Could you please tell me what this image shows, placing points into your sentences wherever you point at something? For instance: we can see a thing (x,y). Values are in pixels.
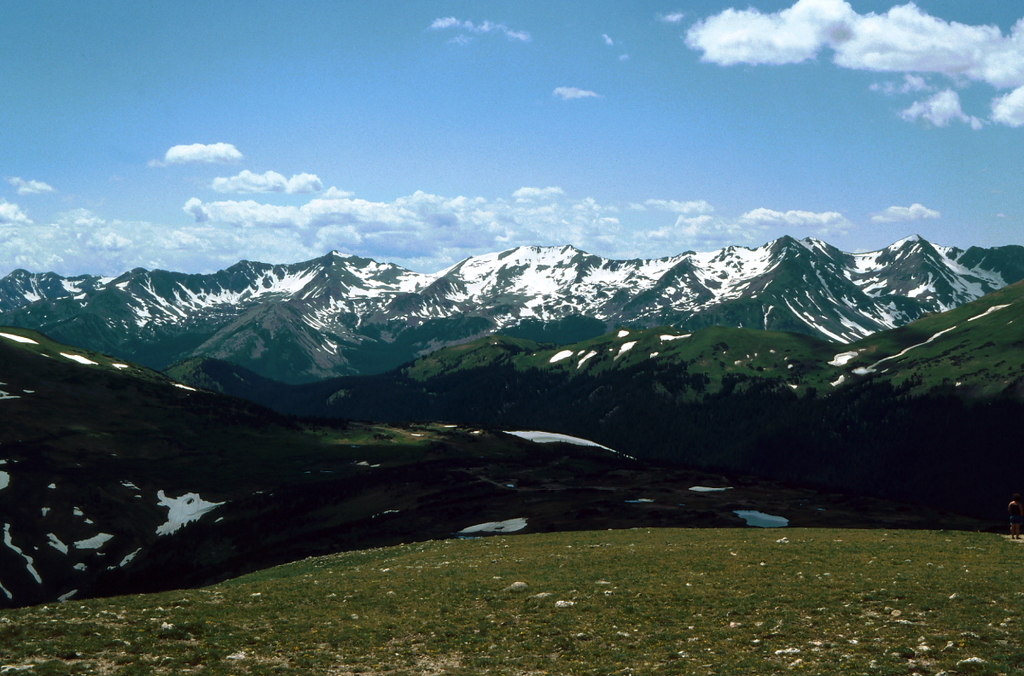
In this image I can see grass (962,336), mountains (554,351), snow (473,278), clouds (1001,69) and the sky (569,109) in the background (596,81).
